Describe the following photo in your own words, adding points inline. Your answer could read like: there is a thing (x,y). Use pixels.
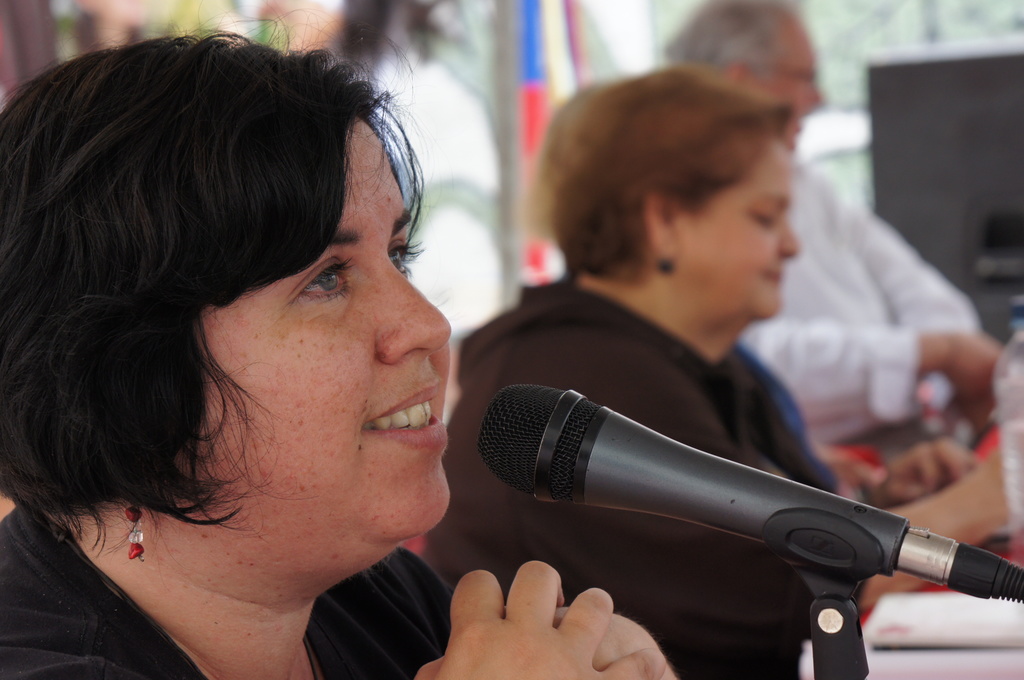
In this picture I can see a woman (444,612) smiling, there is a mike (645,481), bottle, there are two persons (735,643) sitting, and there is blur background (336,17).
